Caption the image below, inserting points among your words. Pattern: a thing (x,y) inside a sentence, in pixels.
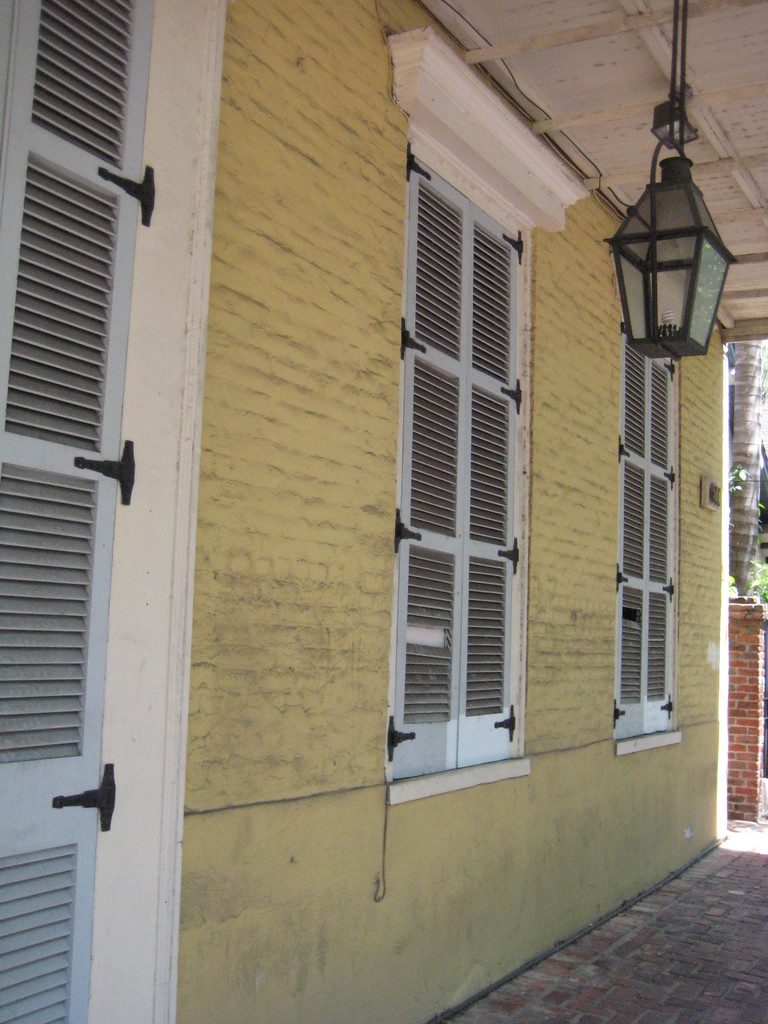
In the center of the image (434,575) there is a building (289,470), wall (305,363), roof (473,19), lamp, window blinds (43,556) and few other objects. In the background (738,536) there is a pillar (751,765), tree (738,536) etc.
